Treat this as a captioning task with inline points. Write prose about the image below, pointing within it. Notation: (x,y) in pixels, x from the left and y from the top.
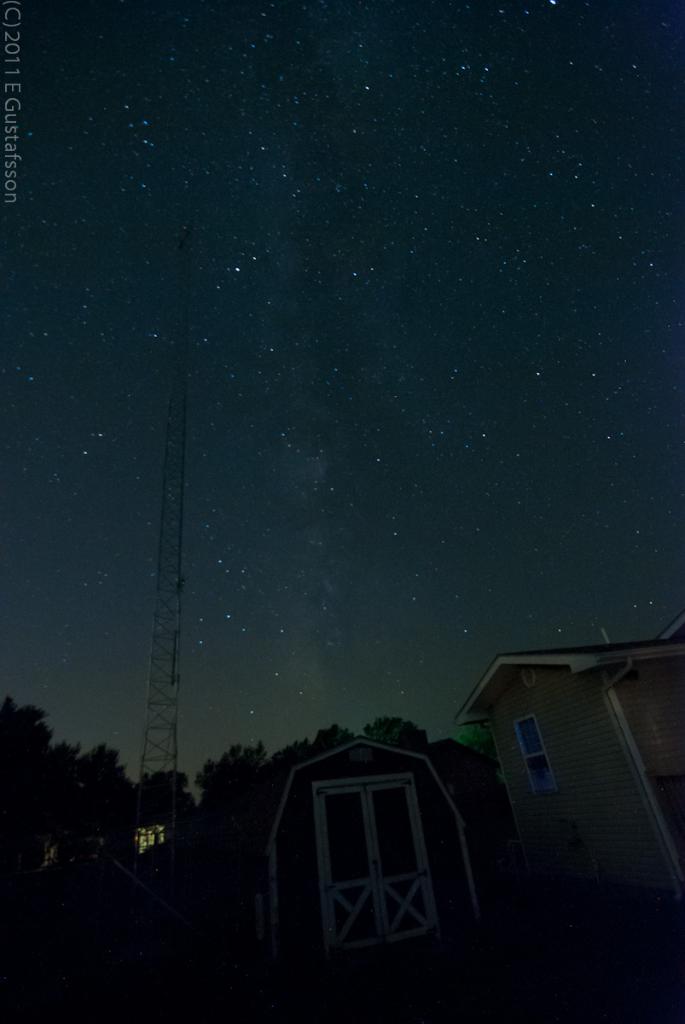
In this picture there are houses (424,863) in the center of the image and there is a tower (137,875) on the left side of the image (158,840) and there are trees (16,768) behind the houses (305,789) and there are stars (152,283) in the sky (422,218), it seems to be the picture is captured during night time.
